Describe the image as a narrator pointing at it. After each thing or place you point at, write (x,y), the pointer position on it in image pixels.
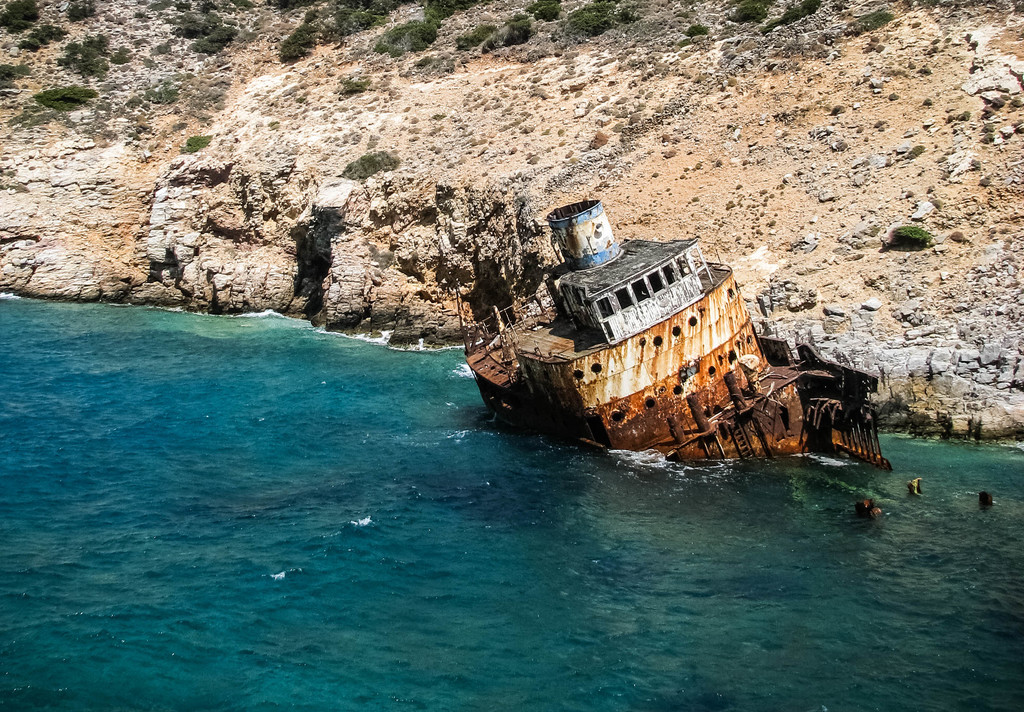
In this image I can see the ship (648,377) in the water (606,480). I can see few small plants (185,95), rock (332,163) and the water (356,455).
